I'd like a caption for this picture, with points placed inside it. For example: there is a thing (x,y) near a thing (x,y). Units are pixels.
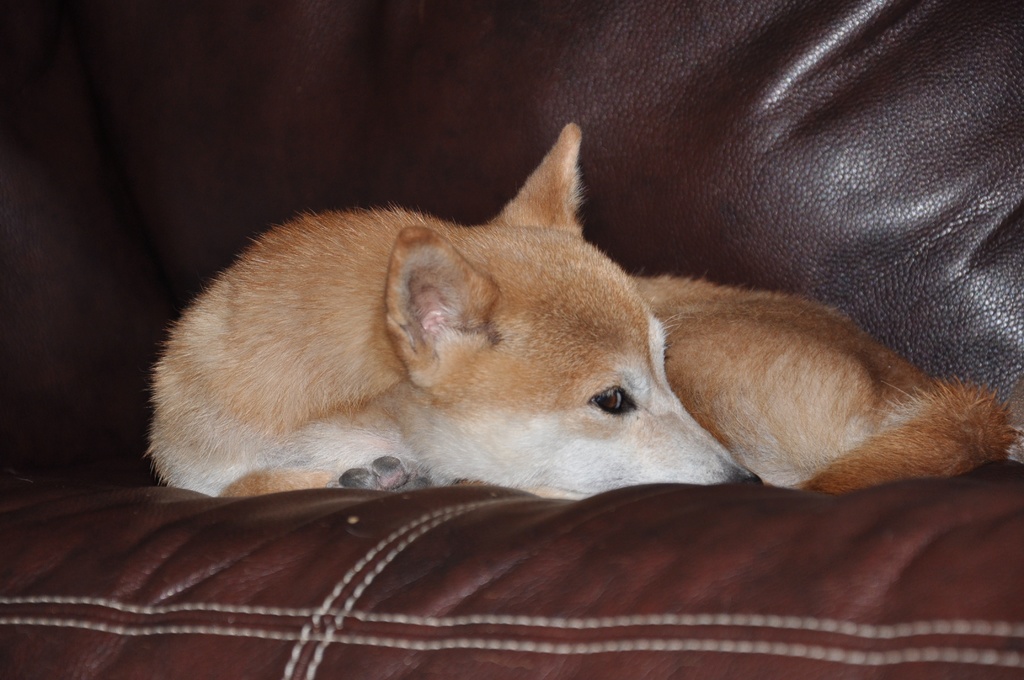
In this picture we can see a dog (491,402) is laying on the couch (460,523).
